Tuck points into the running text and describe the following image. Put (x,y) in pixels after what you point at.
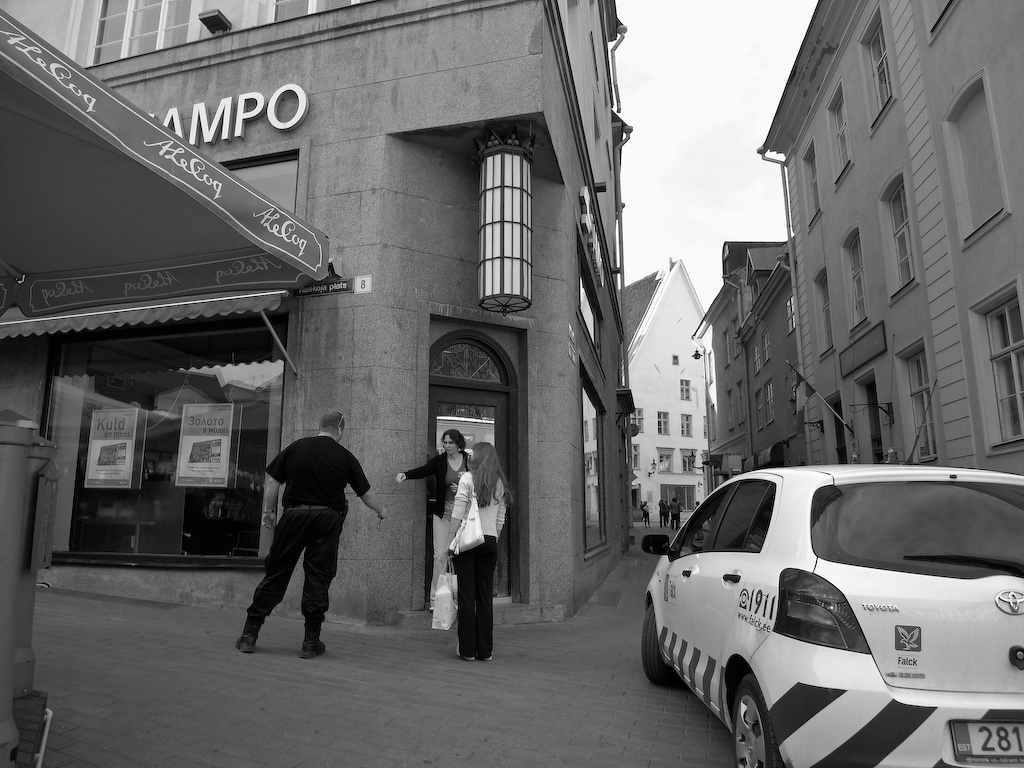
This is a black and white image. These are the buildings (751,266) with windows (268,435) and glass doors (478,411). I can see three people (291,489) standing. This is a car (698,607) on the road (653,702). In the background (665,526), I can see group of people (662,515) standing. This is a name board (205,125) attached to the wall (309,108). I can see an object (497,203) hanging to the roof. I can see two posters (224,440) behind the glass (174,457).
